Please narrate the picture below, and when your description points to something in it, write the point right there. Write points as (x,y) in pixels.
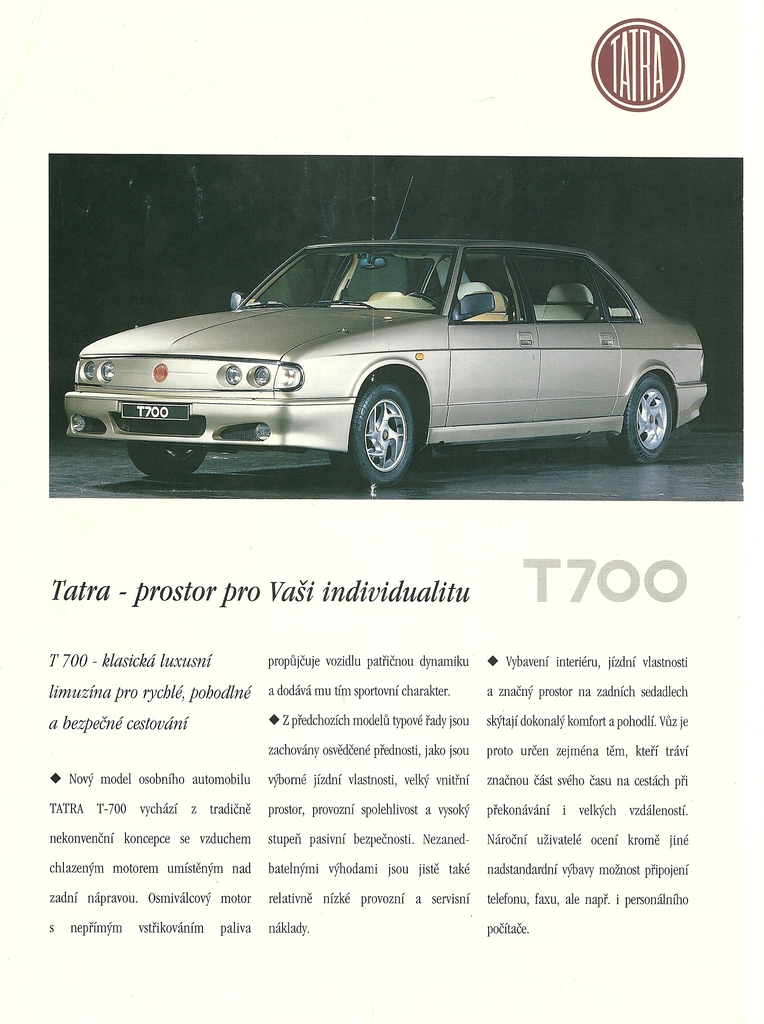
In this picture, we can see a poster (413,433) with some text (529,801) and some images (570,426) on it.
